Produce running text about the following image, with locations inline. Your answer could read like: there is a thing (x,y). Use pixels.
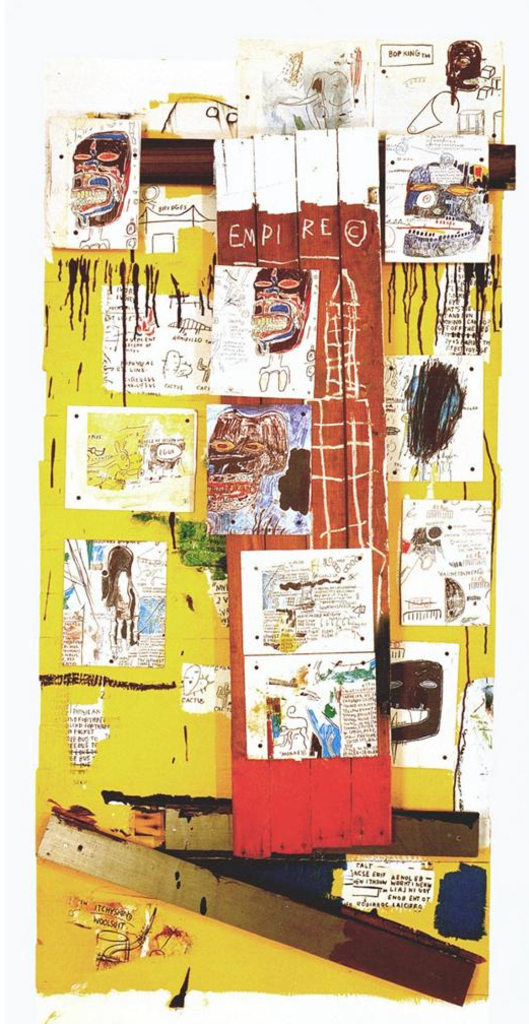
In this image we can see the artwork (225,820) which is in yellow color. Here we can see some images (223,466).
